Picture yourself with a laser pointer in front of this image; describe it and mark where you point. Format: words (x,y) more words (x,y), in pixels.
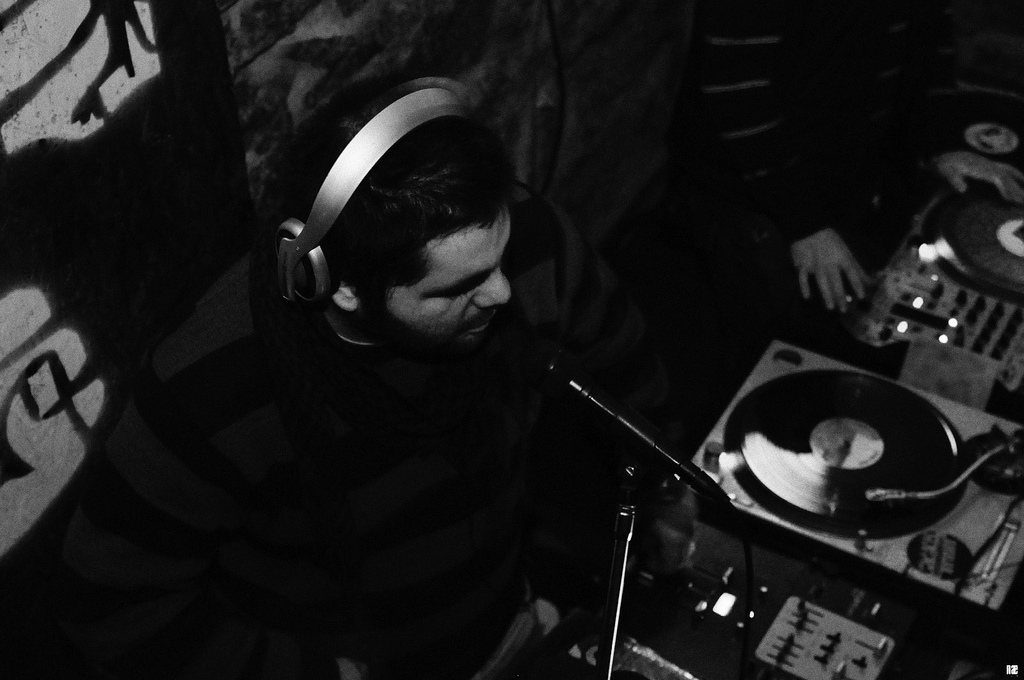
This is a black and white pic. We can see a person (384,291) with headset (319,277) to the ears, microphone (680,461), electronic devices (893,460), paintings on a board (90,229) on the wall (584,7) and hand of a person (797,155).
